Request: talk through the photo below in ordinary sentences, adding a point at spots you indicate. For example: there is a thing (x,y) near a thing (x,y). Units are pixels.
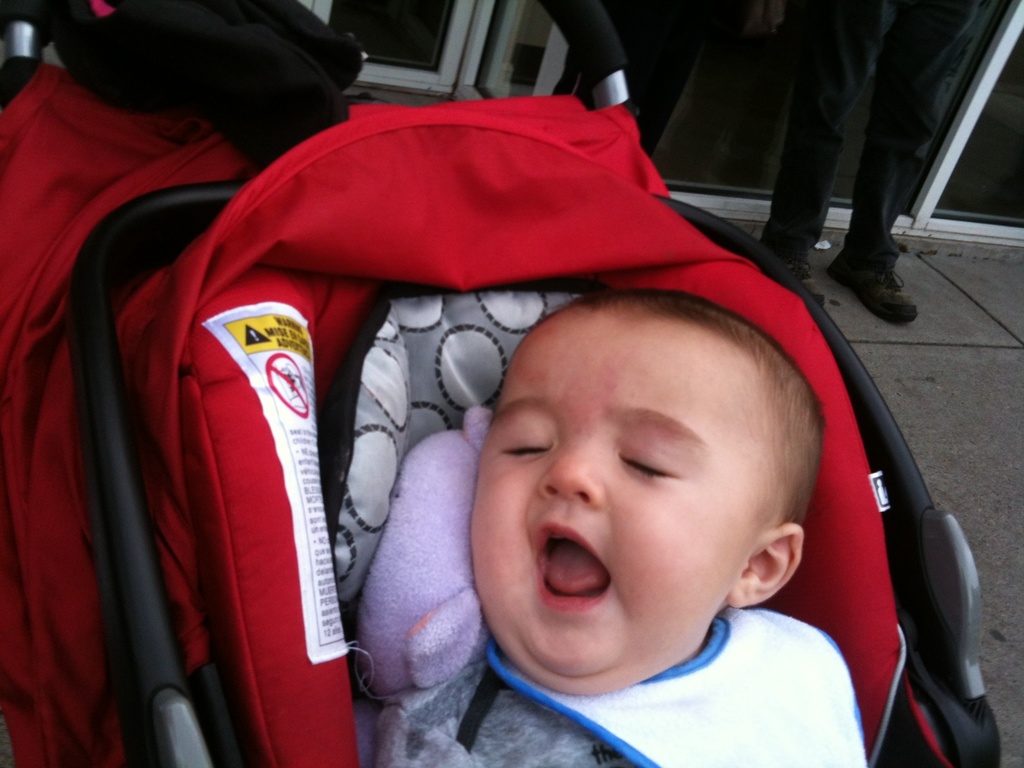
In this image, we can see a baby (588,482) lying in a baby trolley (452,290). We can also see the legs (901,306) of a person (884,175) and the ground (946,288). We can see a black colored object (312,28) at the top (324,55). We can also see the glass wall (371,20).
